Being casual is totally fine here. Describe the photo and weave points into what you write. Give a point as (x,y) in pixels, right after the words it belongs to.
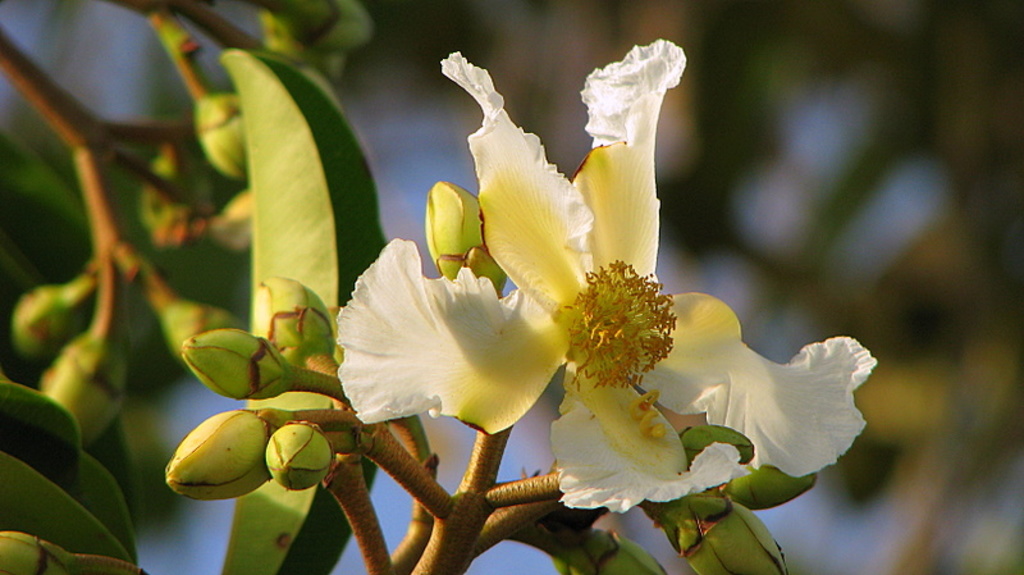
In this picture we can see a flower (490,420), leaves (320,254), buds (62,375) and in the background (853,131) it is blurry.
